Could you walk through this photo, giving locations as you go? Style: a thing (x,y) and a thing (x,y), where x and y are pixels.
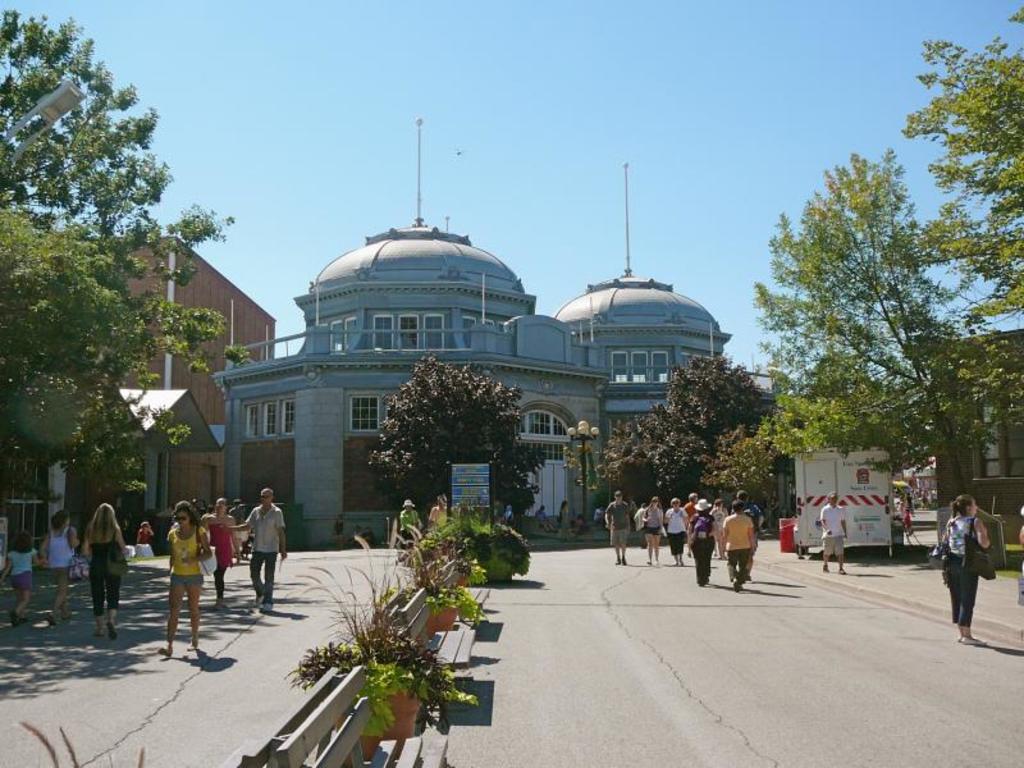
In this image in the center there are empty benches (457,639) and there are plants (450,557). On the left side (203,553) there are persons (188,551) walking, there are trees (90,441) and there are houses (91,489). In the background (505,418) there are buildings (442,353), trees (682,447) and in the center (631,509) there are persons (674,523) walking, sitting. On the right side (872,486) there are trees (1013,410), there is a trailer (863,506) and there are houses (965,483).
